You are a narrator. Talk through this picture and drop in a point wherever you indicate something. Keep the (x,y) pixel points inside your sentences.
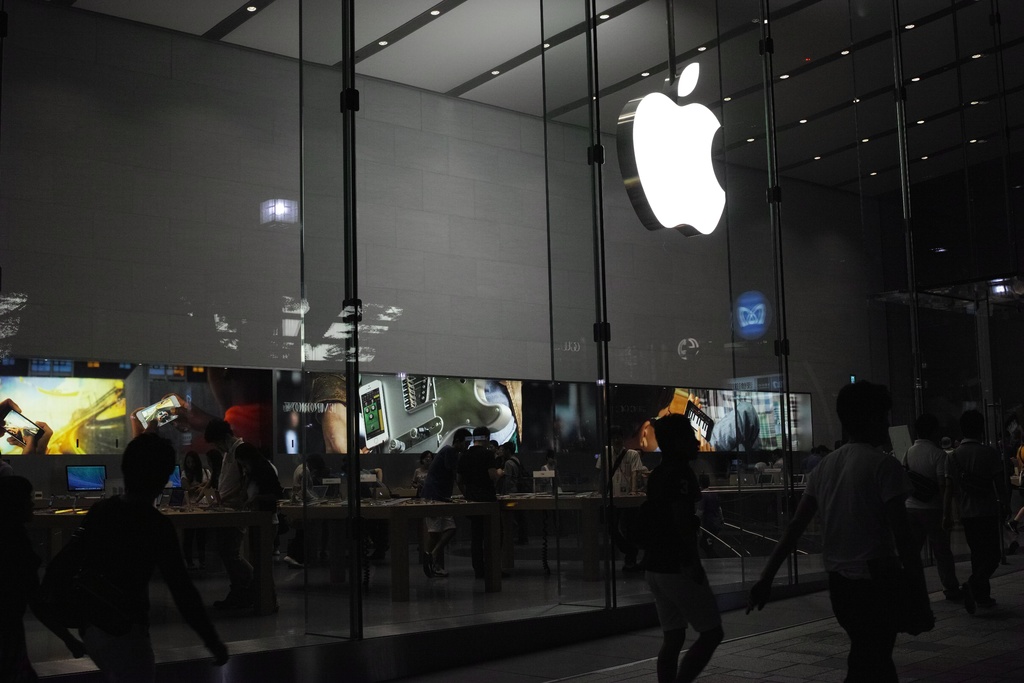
In this image we can see persons (149,569) standing on the floor (530,564) and tables (218,507) are placed in front of them. On the tables (50,509) we can see desktops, some electronics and display screens (380,433) on the wall (482,331).
